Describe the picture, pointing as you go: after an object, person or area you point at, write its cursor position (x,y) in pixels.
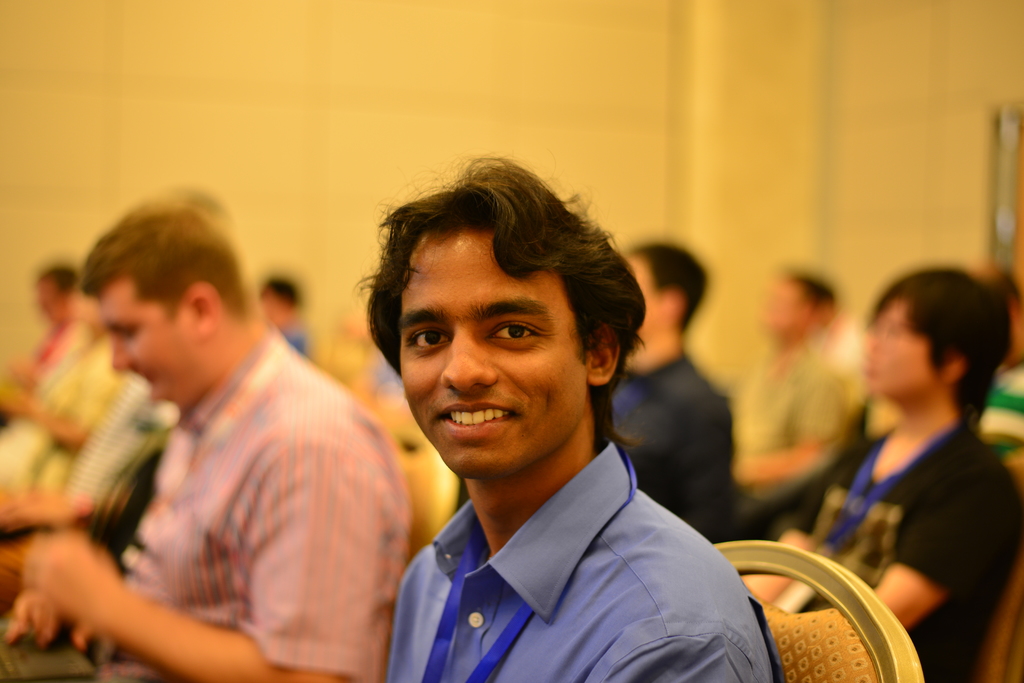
In this picture there is a man (734,650) in the center of the image (497,339), who is sitting on the chairs (816,612) and there are other people (135,270) in the background area of the image (135,270).
